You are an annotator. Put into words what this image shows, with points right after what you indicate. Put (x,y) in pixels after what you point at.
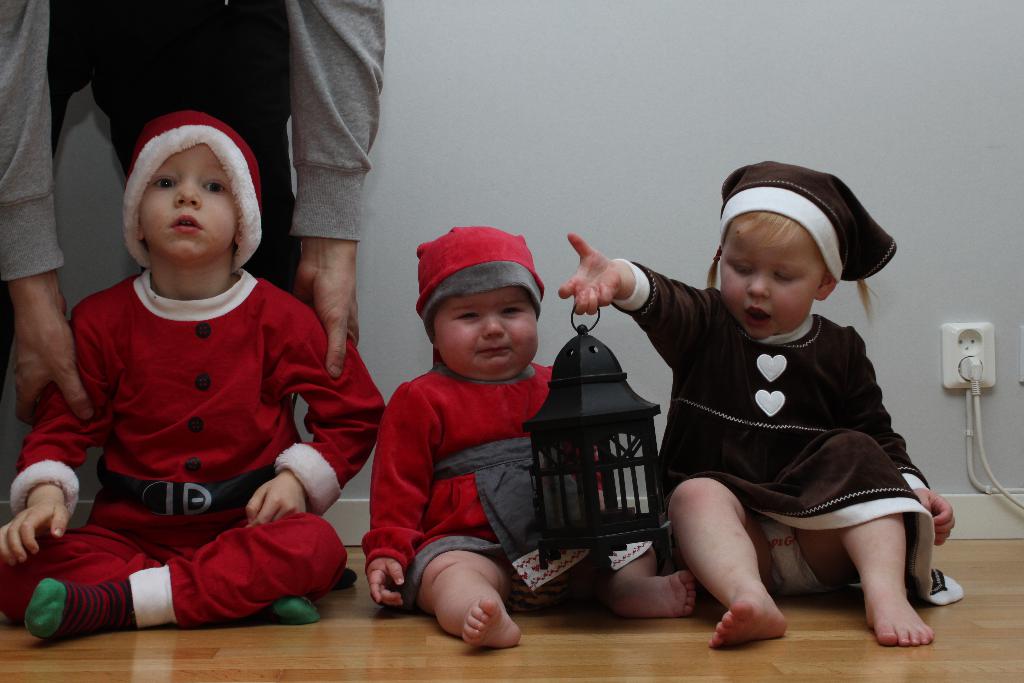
In this image we can see this child (690,465) wearing brown color dress (817,451) and cap (786,176) is holding an object (565,470), this child (405,506) wearing a red color dress (472,497) and this child (185,463) wearing a red color dress (148,464), cap (235,154) and socks (120,610) are sitting on the wooden floor (355,609). Here we can see a person's hand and the plug (971,382) to the socket (948,361) which is fixed to the gray color wall (756,58) which is in the background (683,196).
